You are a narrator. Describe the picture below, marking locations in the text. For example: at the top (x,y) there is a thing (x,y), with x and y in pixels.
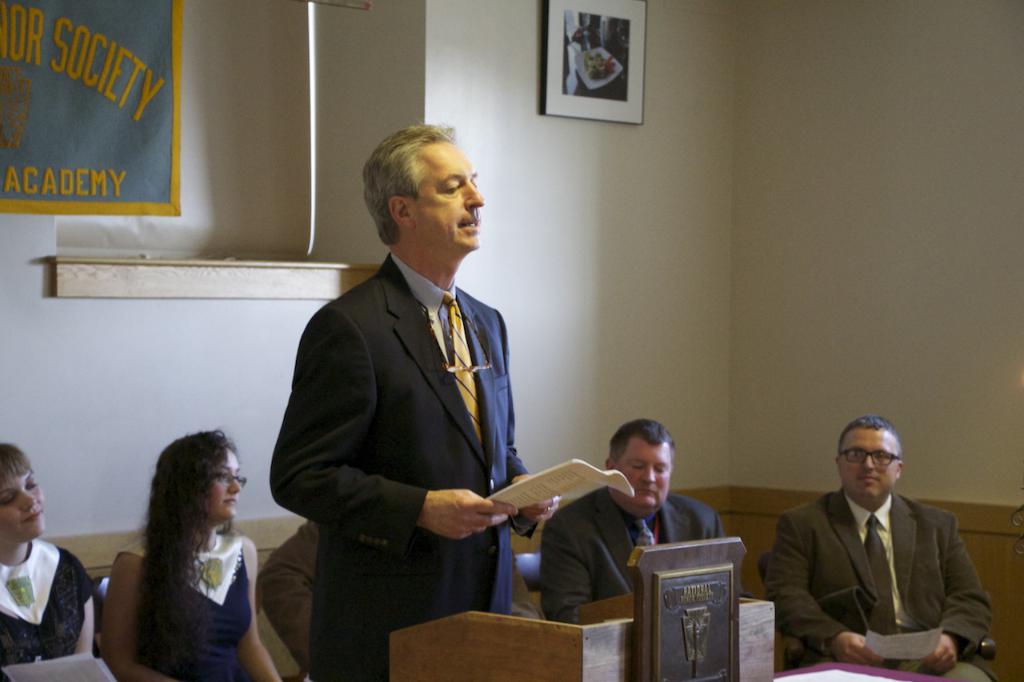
There is a person (414,428) wearing suit (456,471) is standing and holding a book (565,484) in hand (536,506) and there is a wooden stand (554,636) in front of him and there are few persons (608,533) sitting behind him.
